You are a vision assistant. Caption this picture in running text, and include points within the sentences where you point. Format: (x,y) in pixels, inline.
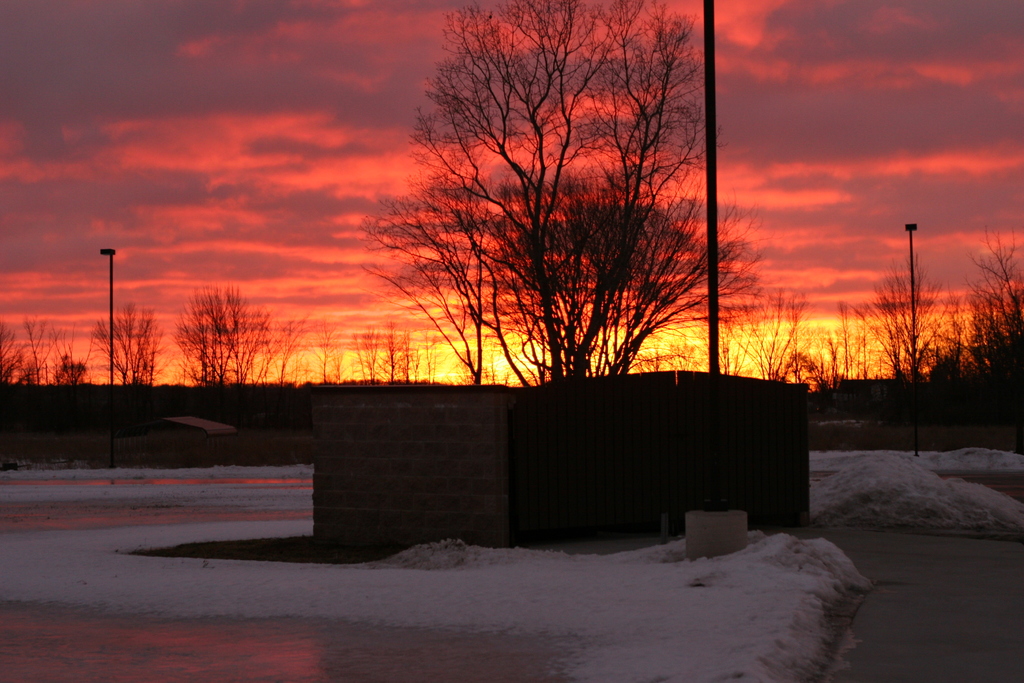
In the image we can see a reddish sky (335,203) and many trees (917,303). There is a snow (722,609) on the ground (666,569).
